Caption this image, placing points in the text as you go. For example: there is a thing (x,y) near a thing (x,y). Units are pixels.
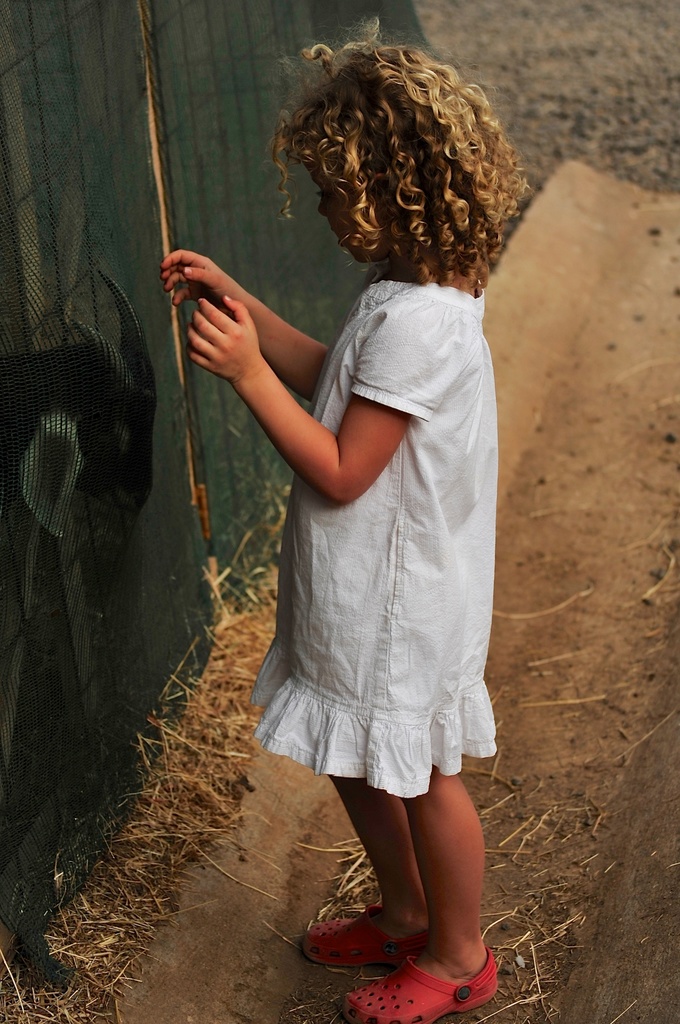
In this image, we can see a girl (398,652) is standing and wearing footwear (482,992). Here we can see the dry grass (202,851), net (212,537), goat (104,455).
